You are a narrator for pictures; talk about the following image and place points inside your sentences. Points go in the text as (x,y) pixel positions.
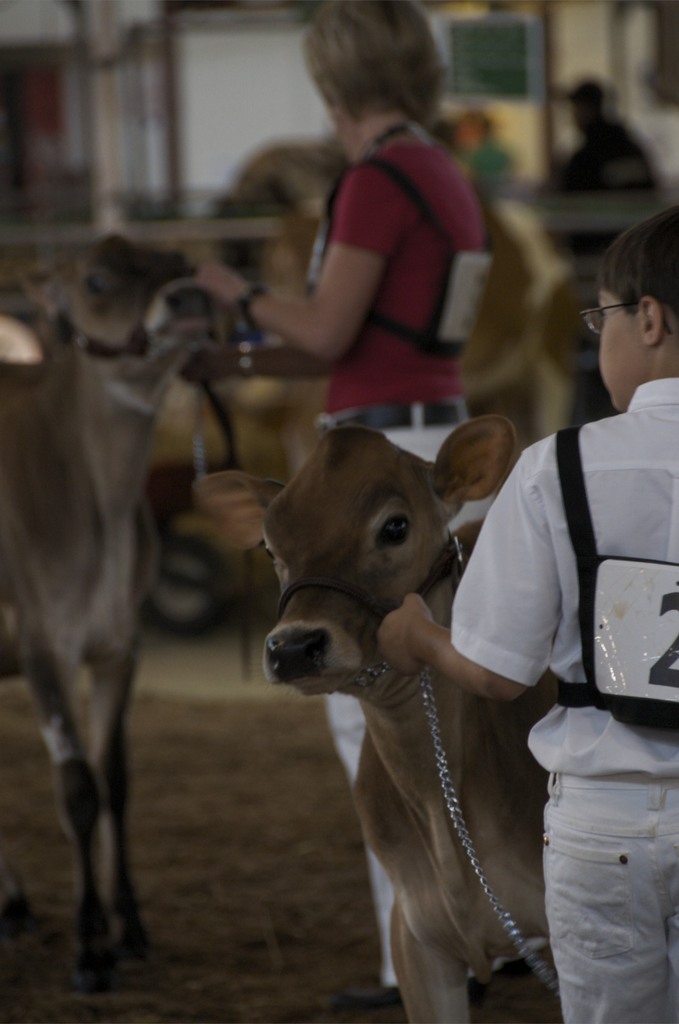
In this image, I can see two persons (638,600) standing and there are cows (359,560). There is a blurred background (95,76).
